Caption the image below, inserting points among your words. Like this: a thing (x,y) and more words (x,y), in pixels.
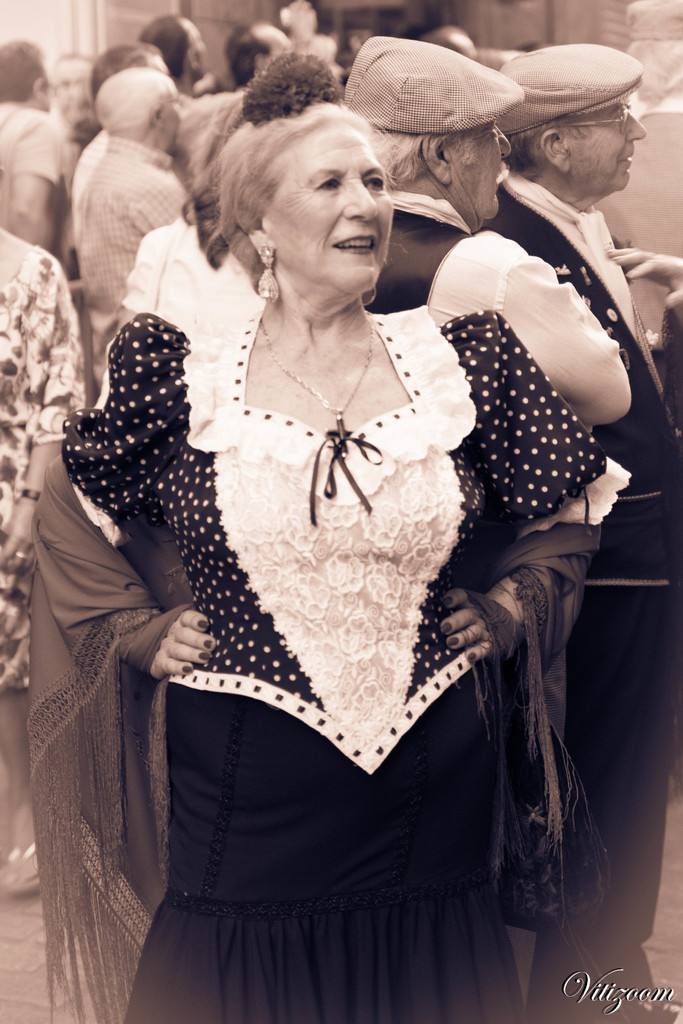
This is an edited image and here we can see people (295,551) and some are wearing caps (596,55). At the bottom (596,993), there is some text (624,986).
